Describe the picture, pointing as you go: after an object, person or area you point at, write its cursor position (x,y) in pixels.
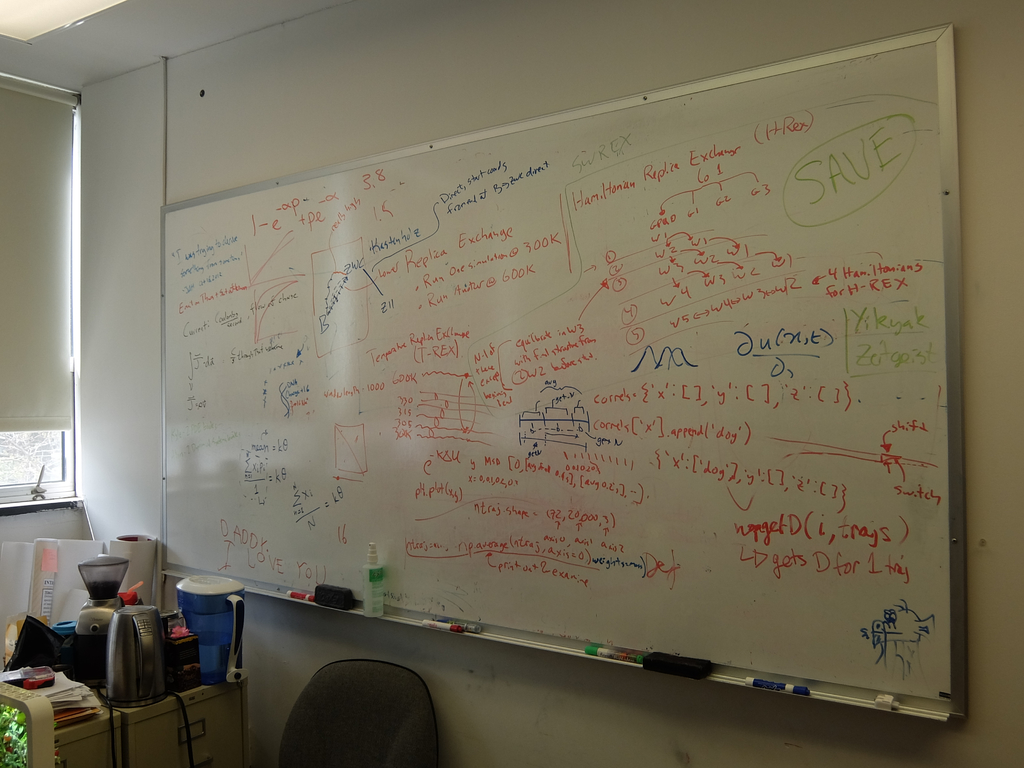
In the image we can see the white board (573,350) and on the board (592,389), we can see the text (453,349). Here we can see the markers (786,689), water jug (199,618) and electronic devices (125,619). Here we can see the chair (312,708), cable wire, pole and the window (45,468).
